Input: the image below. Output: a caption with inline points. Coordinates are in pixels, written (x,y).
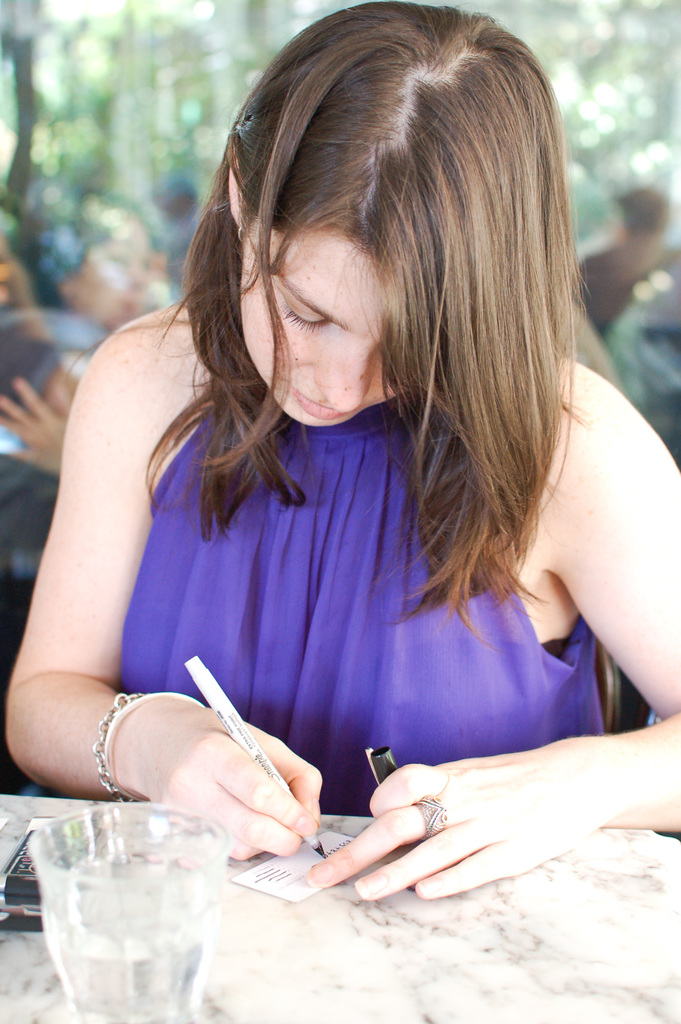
In this image we can see a lady (307,584) holding a pen (307,827) and writing something on the card (303,860). There is a table (291,910) on which there is glass (145,837). The background of the image (7,513) is not clear.
